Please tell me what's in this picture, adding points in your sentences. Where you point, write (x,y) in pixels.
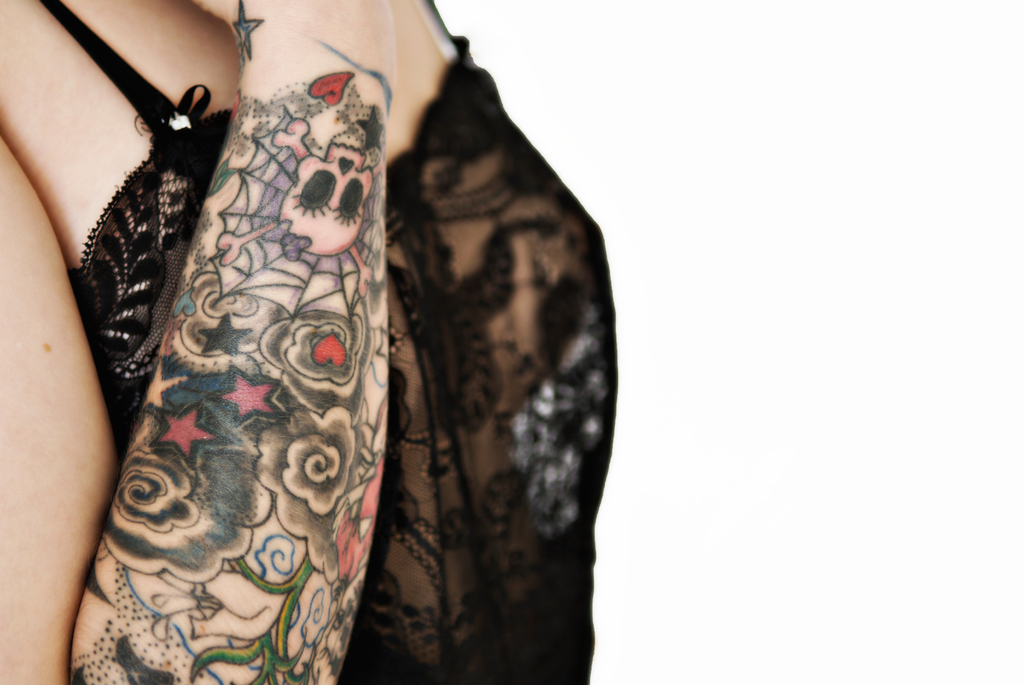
In this image we can see a woman (470,249) wearing black dress (191,233) is standing.
